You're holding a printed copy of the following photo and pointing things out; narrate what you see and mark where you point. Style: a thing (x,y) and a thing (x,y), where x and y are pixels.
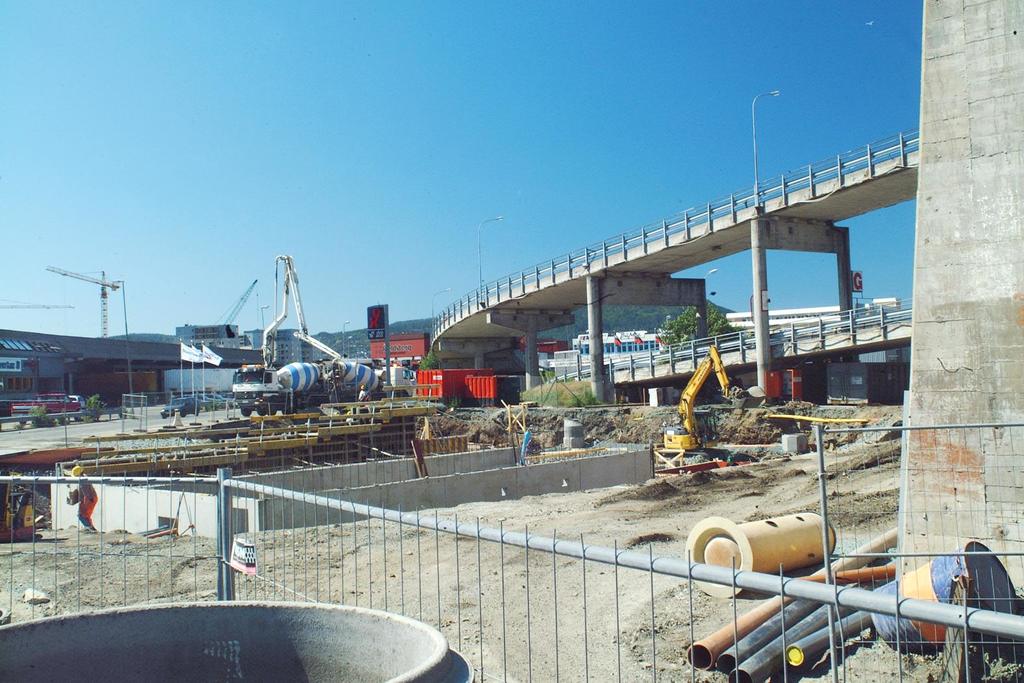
In this image we can see few vehicles (284,391) on the road (59,426), there are few metal pipes (813,605), a wall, crane (690,392), railing (813,591), few objects (775,544) and a person (87,493) standing on the ground (542,520), there are poles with boards (381,334), buildings (635,346), a bridge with lights (495,223) and there are few flags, trees (429,365), mountains (582,315) and the sky (457,123) in the background (420,139).
